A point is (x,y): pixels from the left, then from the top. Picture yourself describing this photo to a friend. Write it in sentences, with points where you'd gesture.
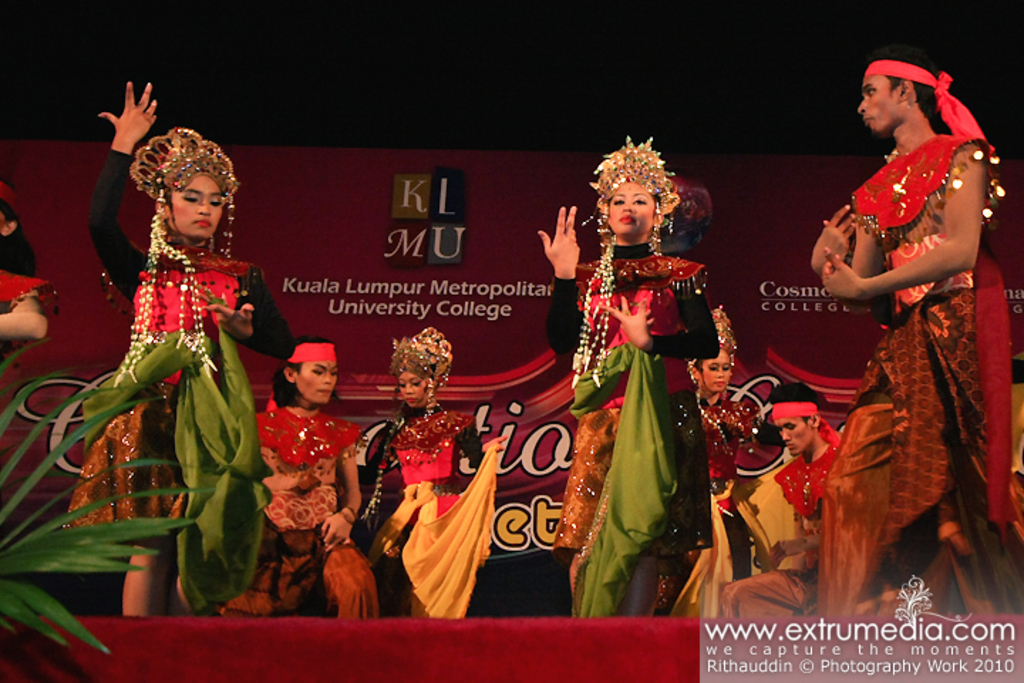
This image consists of a stage (343,627). On that there are some persons (163,480) dancing. They are wearing different kind of costume (392,419).
